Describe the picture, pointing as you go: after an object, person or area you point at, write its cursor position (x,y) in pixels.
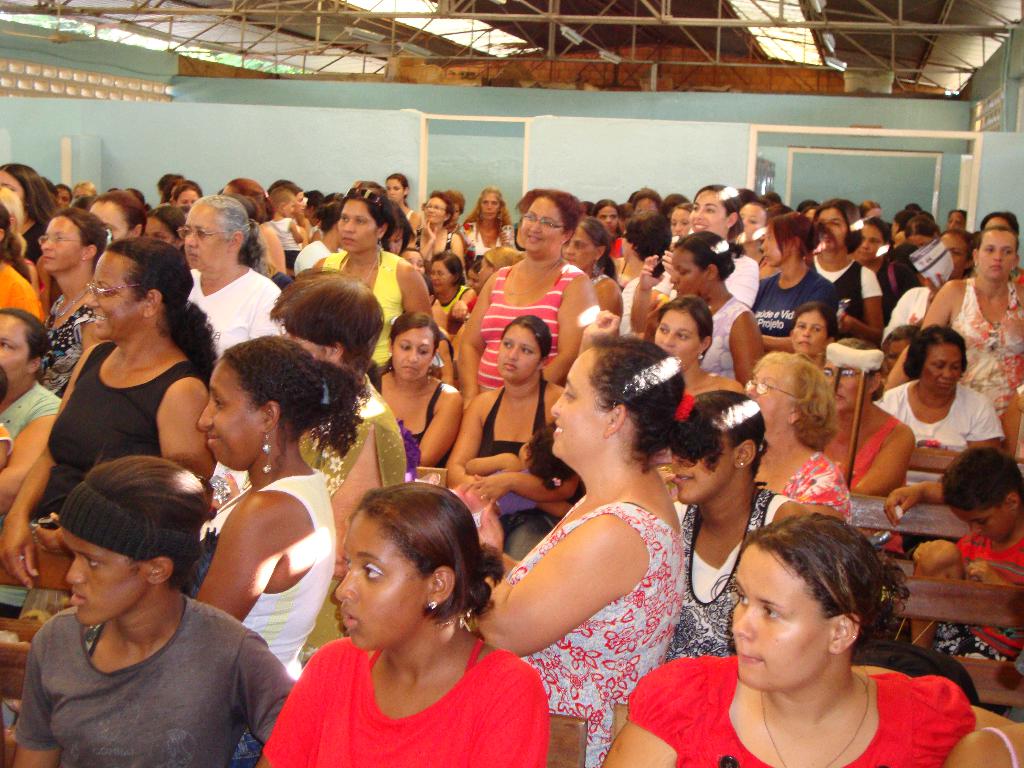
In the foreground of the image (642,503) there are people (597,466) sitting on benches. In the background of the image (495,313) there are people (224,309) standing. There is wall (544,123). At the top of the image (901,58) there is ceiling (415,57) with rods (700,19).
